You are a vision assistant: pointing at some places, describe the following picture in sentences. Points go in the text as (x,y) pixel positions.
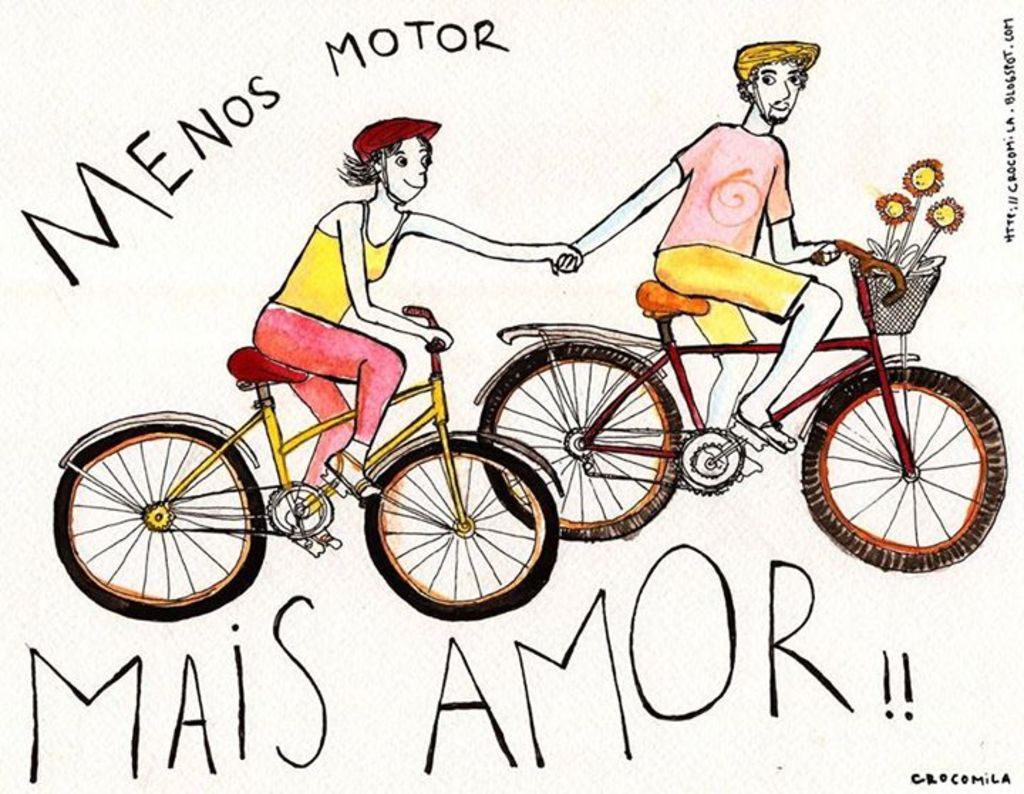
In this image we can see drawing (683,468) of two persons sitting on the bicycles (699,458), flowers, and text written on it.
